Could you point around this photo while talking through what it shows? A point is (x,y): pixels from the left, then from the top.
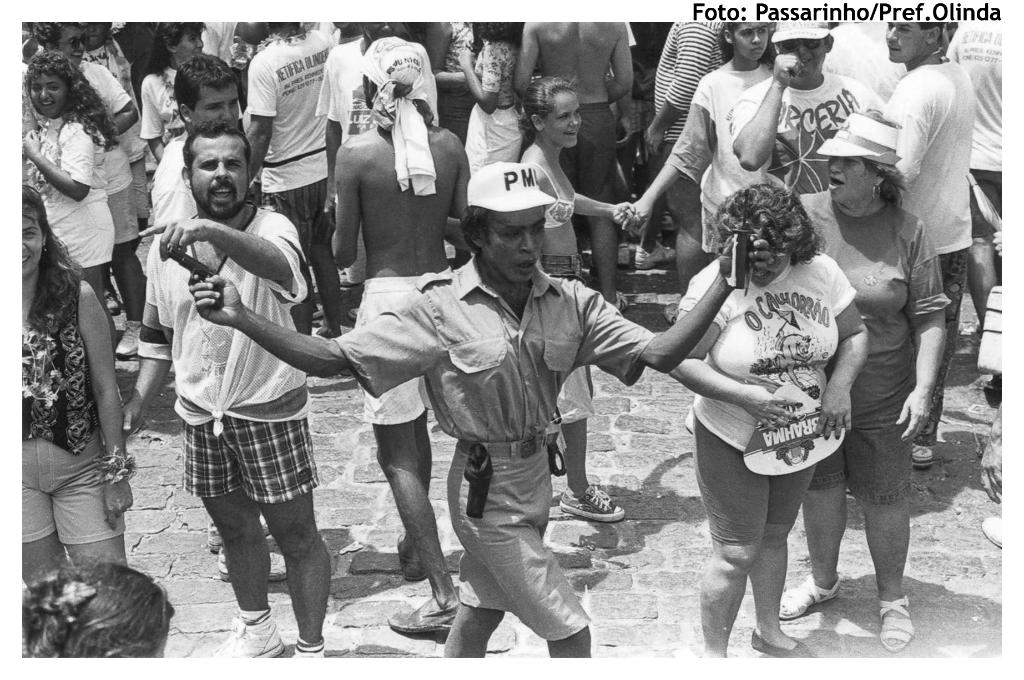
It is a black and white picture. In the center of the image (484,431) we can see a few people (706,382) are performing and they are in different costumes (737,458). And we can see a few people (569,295) are wearing caps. In the background (424,126), we can see a few people (600,76) are standing and they are in different costumes (108,72). And we can see a few people (186,58) are smiling. Among them, we can see a few people (97,88) are wearing caps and one person (811,49) is wearing sunglasses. At the top right side of the image (746,4), we can see some text (971,4).
